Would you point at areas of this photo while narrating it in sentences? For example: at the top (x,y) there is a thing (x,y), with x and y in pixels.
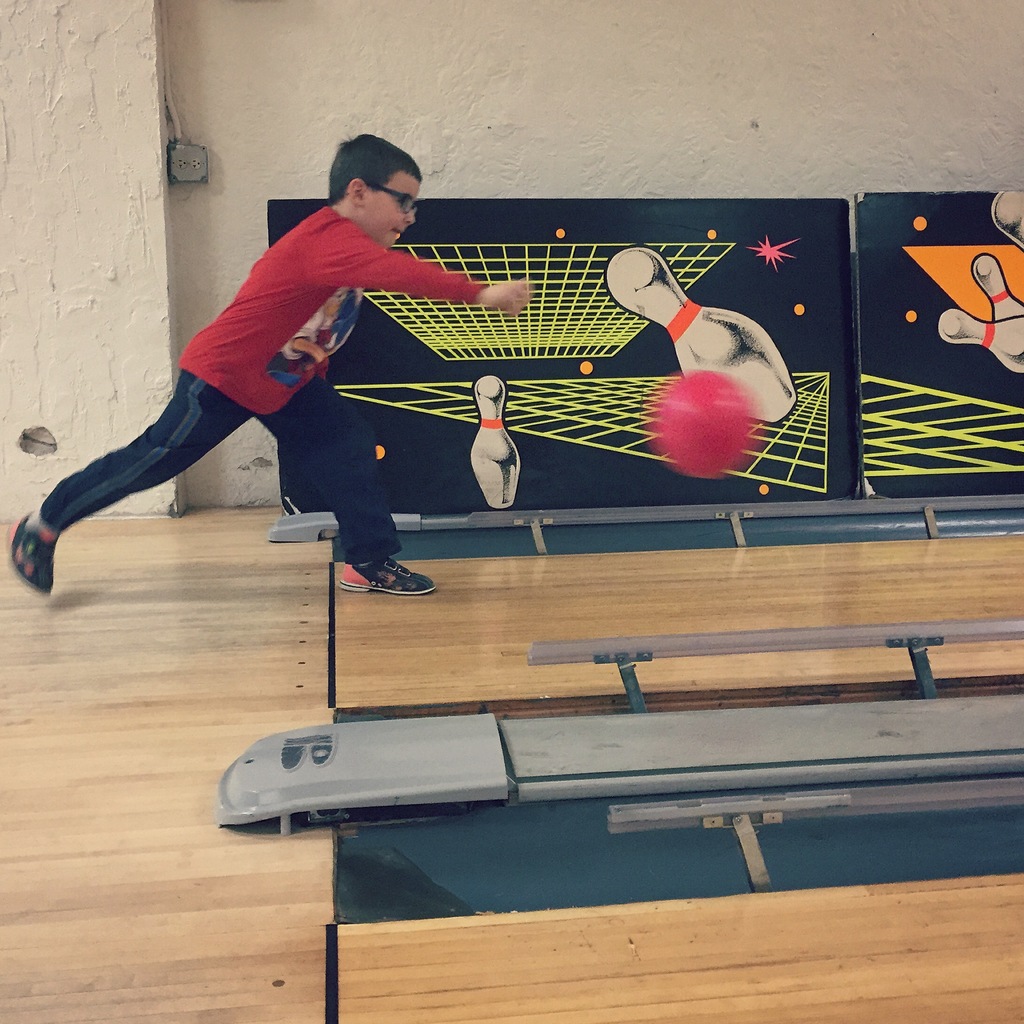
In this image I can see a person (61,517) is wearing red shirt (338,320), black pant (356,473). I can also see a ball (661,437) in pink color, background (692,287) I can see two black color boards (880,236) and the wall (672,65) is in white color.
